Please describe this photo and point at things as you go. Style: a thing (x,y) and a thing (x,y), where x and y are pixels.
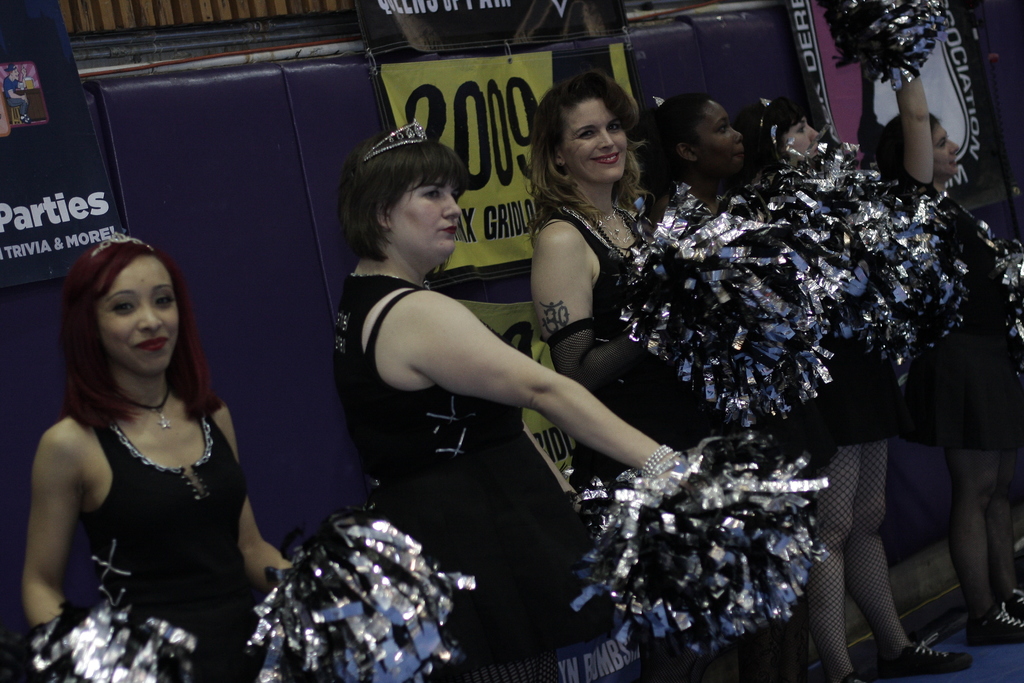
In the picture there are group of cheer girls (437,483) standing in a row in front of the banner (478,77), they are holding some crafted objects (715,515) with their hands (678,480).
